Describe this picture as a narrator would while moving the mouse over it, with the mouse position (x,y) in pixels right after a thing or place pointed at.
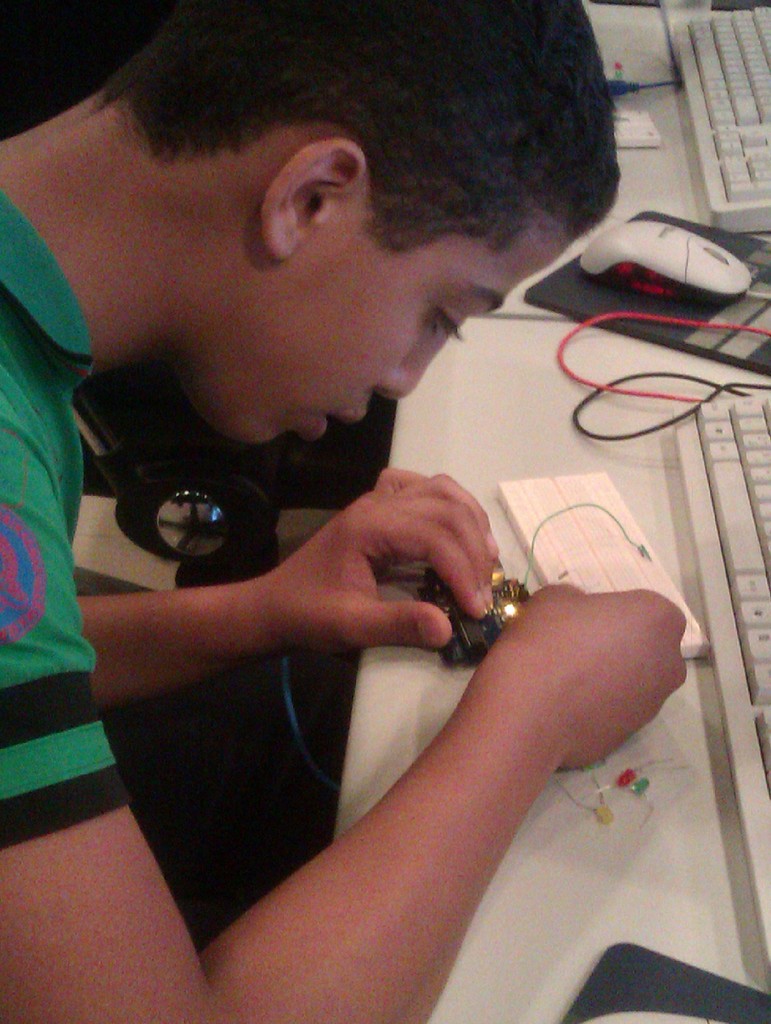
In this image, we can see a person (376,522) holding an object (430,584) and we can see some electrical objects (541,549) and there are keyboards (732,559), a mouse (691,258) and some cables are on the table (475,406).
